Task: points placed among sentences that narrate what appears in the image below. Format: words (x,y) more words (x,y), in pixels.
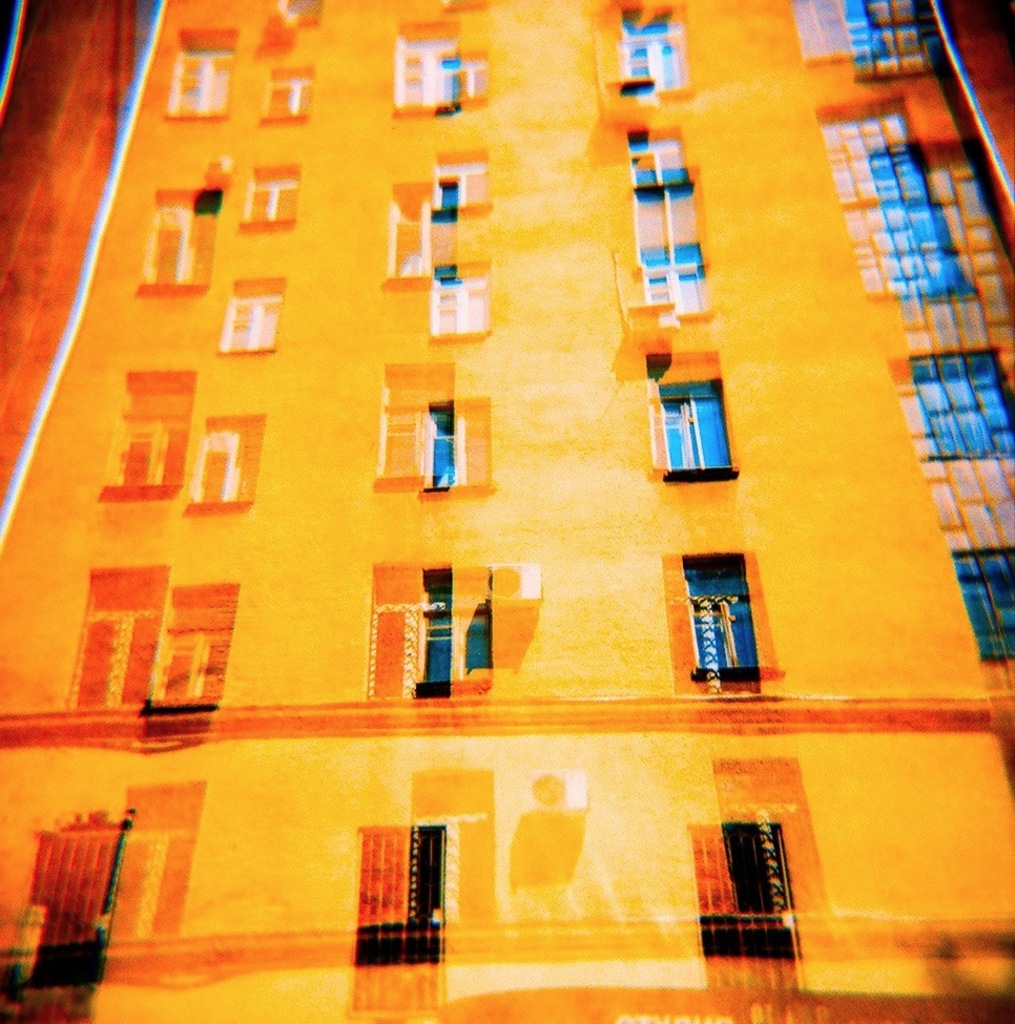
This picture is an edited picture. In this image there is a building (637,616). There are curtains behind the window (700,416).
